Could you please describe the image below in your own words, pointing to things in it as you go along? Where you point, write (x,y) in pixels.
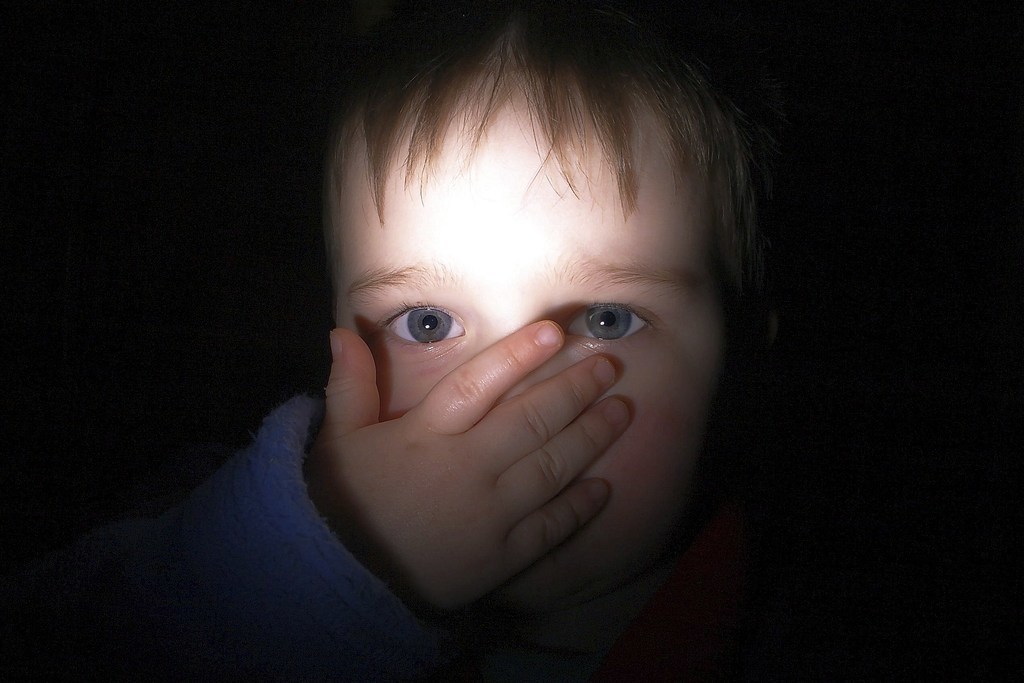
In this picture I can observe a baby (428,394) in the middle of the picture (424,323). The background (168,104) is completely dark.
